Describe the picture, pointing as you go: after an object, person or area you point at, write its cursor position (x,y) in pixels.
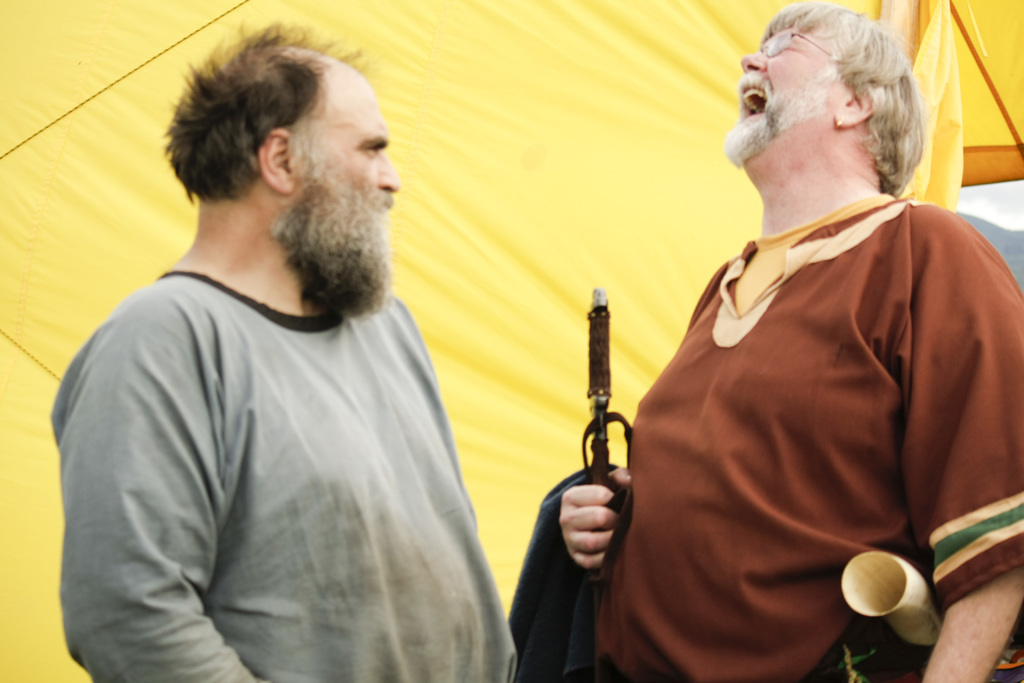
In this image I can see two people (853,447). In the background (43,113), I can see a yellow colored cloth (103,211) and the sky (994,207).
